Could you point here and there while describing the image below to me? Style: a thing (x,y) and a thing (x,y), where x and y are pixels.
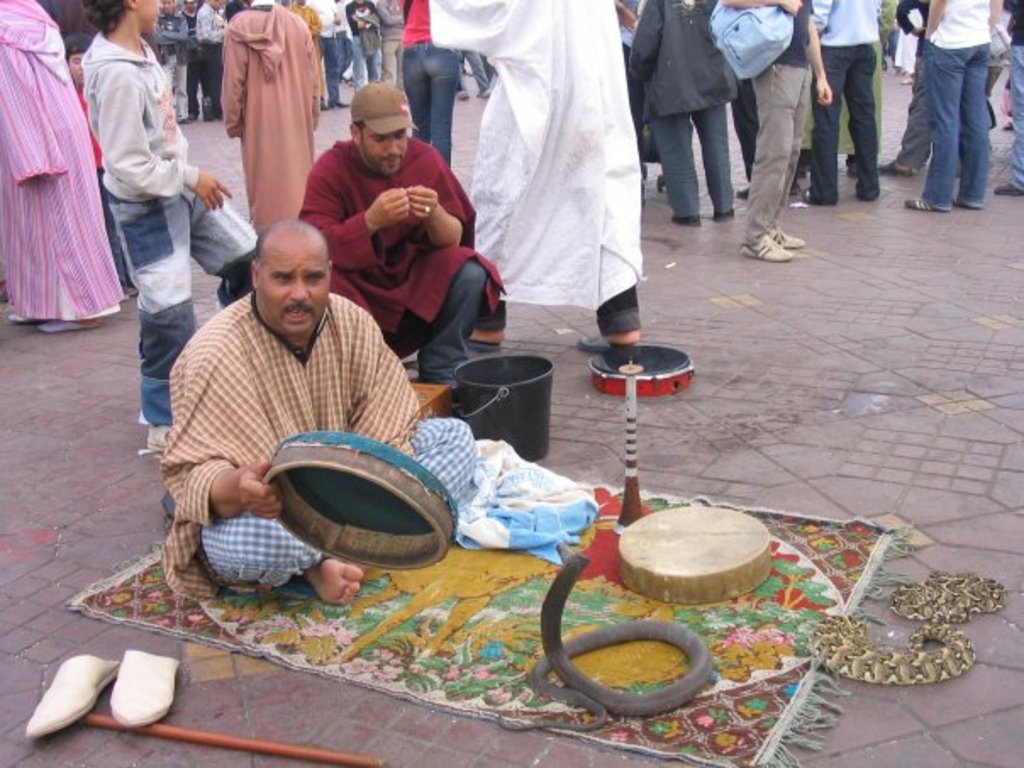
In the background of the image (235,57) there are people (313,63) standing on the floor (893,245). In the foreground of the image (219,365) there is a person (264,538) sitting on a carpet (525,605). There are objects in front of him. To the left side of the image (30,727) there are shoes (66,726). There is a stick (178,738). There is a snake (571,704).
